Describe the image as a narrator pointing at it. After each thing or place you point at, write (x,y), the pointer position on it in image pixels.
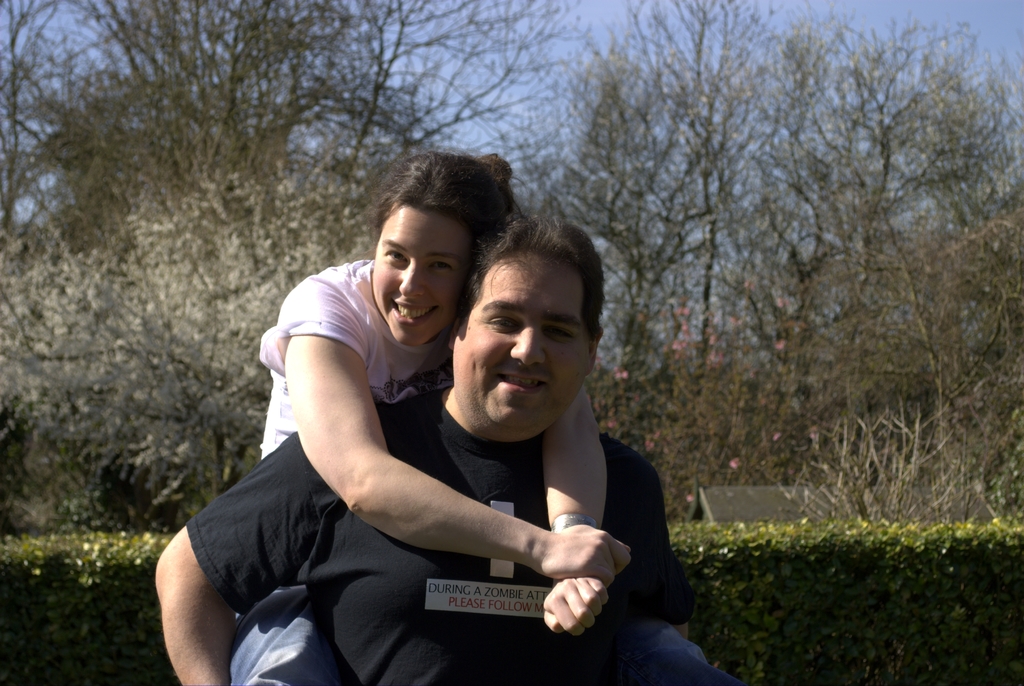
In this image we can see a man (523,385) and a woman (289,685). They are smiling. In the background (7,670) we can see plants (784,612), trees (340,256), flowers (72,273), and sky (782,18).
